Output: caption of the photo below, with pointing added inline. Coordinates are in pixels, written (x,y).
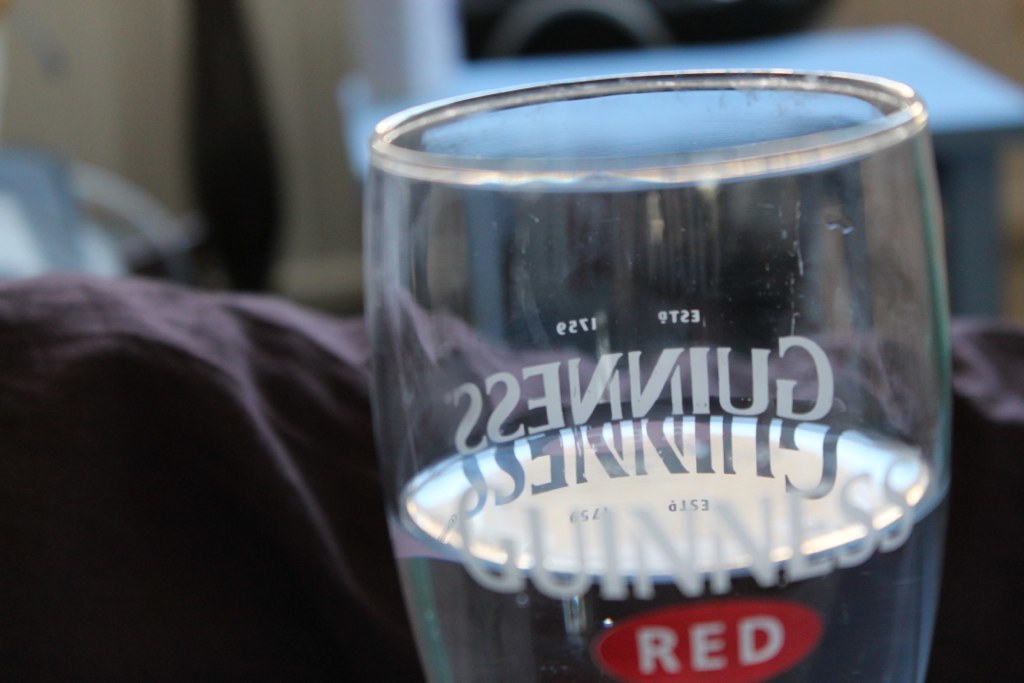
In the center of the image (643,449) we can see a glass (696,548). In the glass (696,548), we can see some liquid (805,562). And we can see some text (794,538) on the glass (672,488). In the background (287,359), we can see a few other objects (302,315).
